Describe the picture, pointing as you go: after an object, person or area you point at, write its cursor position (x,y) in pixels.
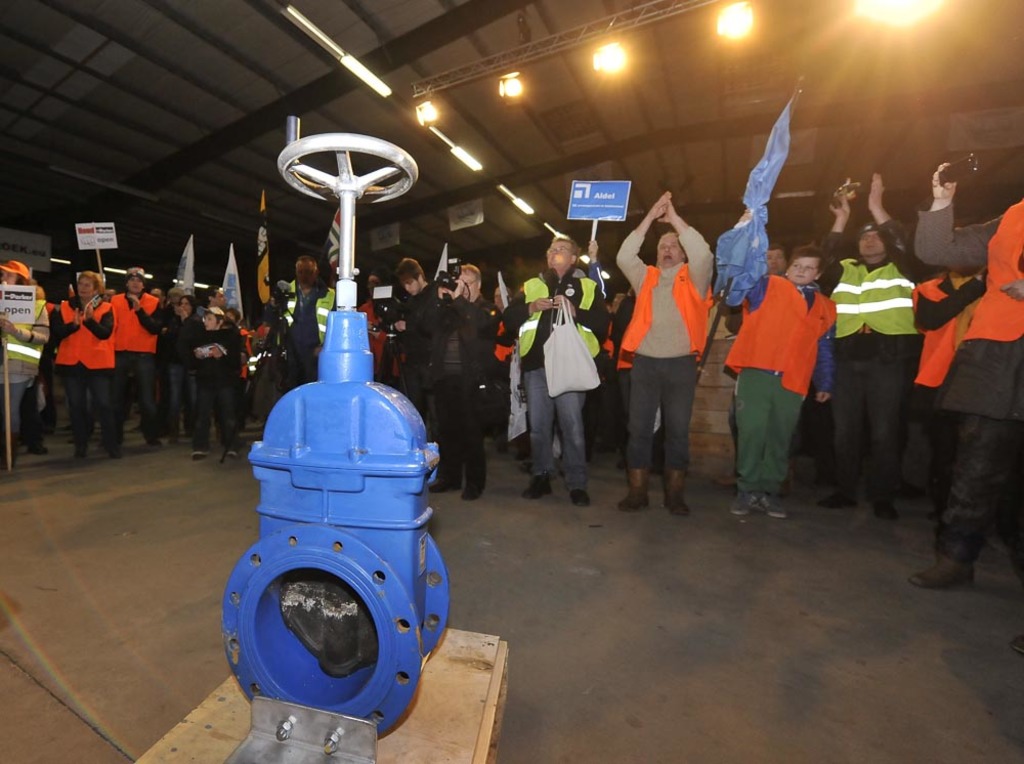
In this picture we can see a machine (310,389) and a group of people (569,278) standing on the floor (493,587), flags (237,274), boards (575,206), lights (438,132), jackets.
